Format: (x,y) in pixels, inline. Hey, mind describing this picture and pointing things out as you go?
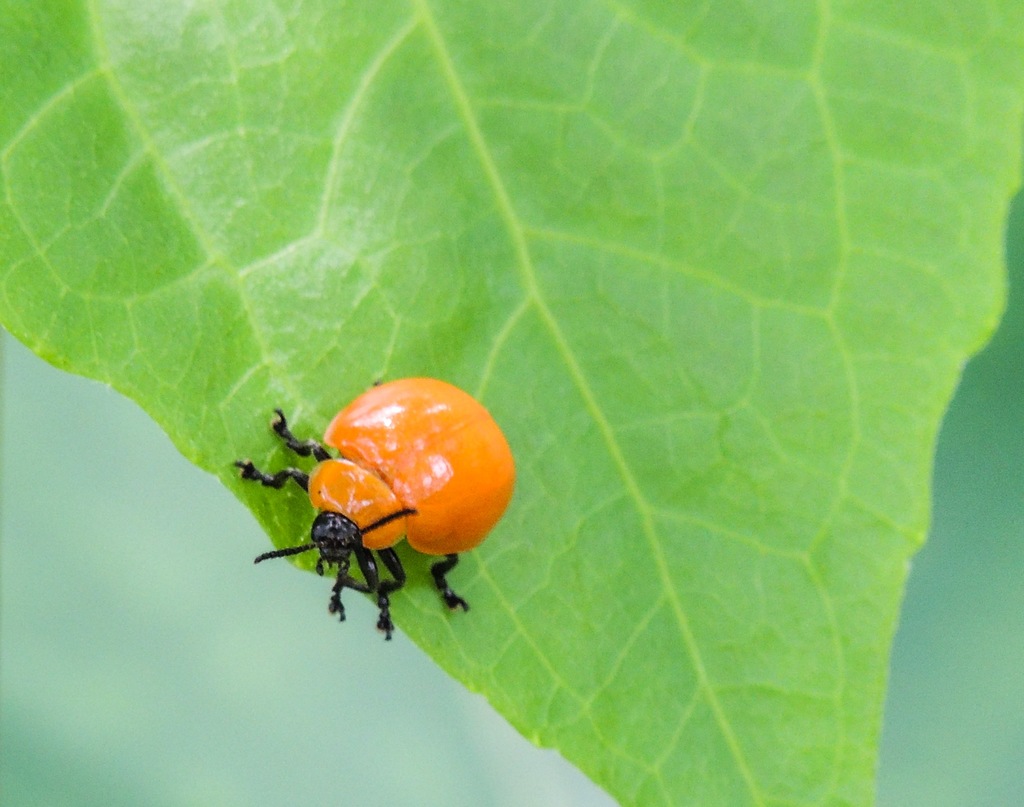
We can see insect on green leaf (516,674). In the background (282,667) it is green.
